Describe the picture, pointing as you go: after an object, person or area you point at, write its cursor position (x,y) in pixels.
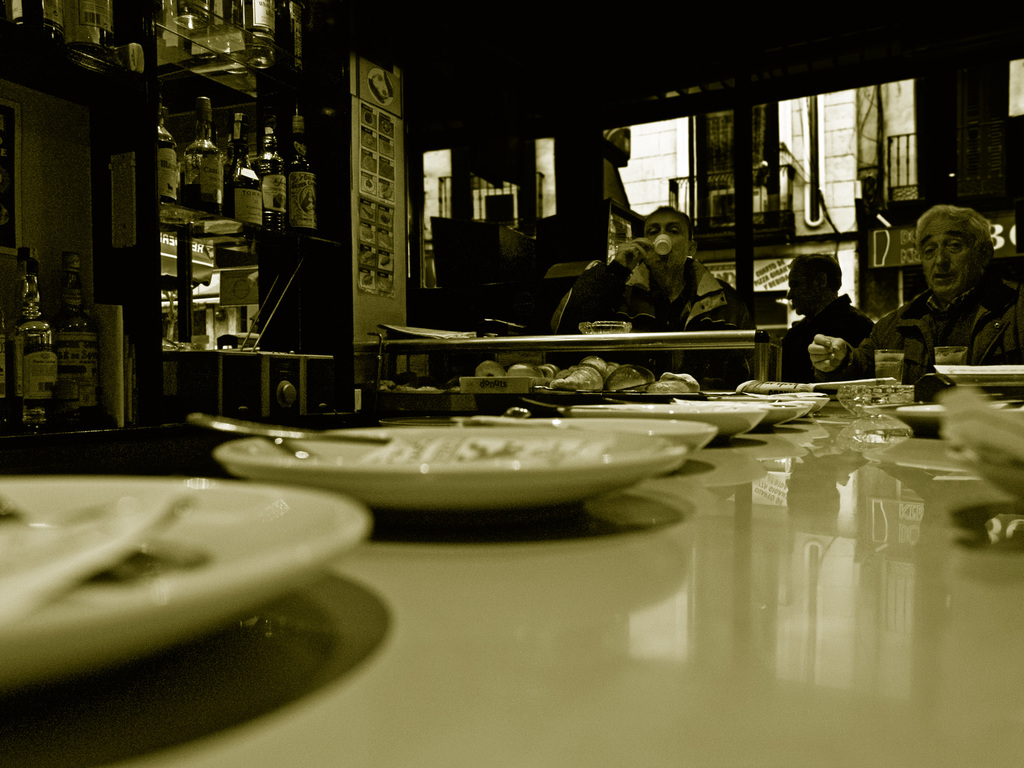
This is a picture taken in a restaurant (750,333), there are a group of people (831,308) sitting on chairs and a man (723,314) in a jacket (658,291) was drinking something in a cup (664,248). In front of these people (907,303) there is a table (669,611) on the table (624,587) there are plates (218,588), spoon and a bowl (857,396). On the left side (148,289) there is a shelf (227,215) on the shelf (232,234) there are bottles (236,204).
